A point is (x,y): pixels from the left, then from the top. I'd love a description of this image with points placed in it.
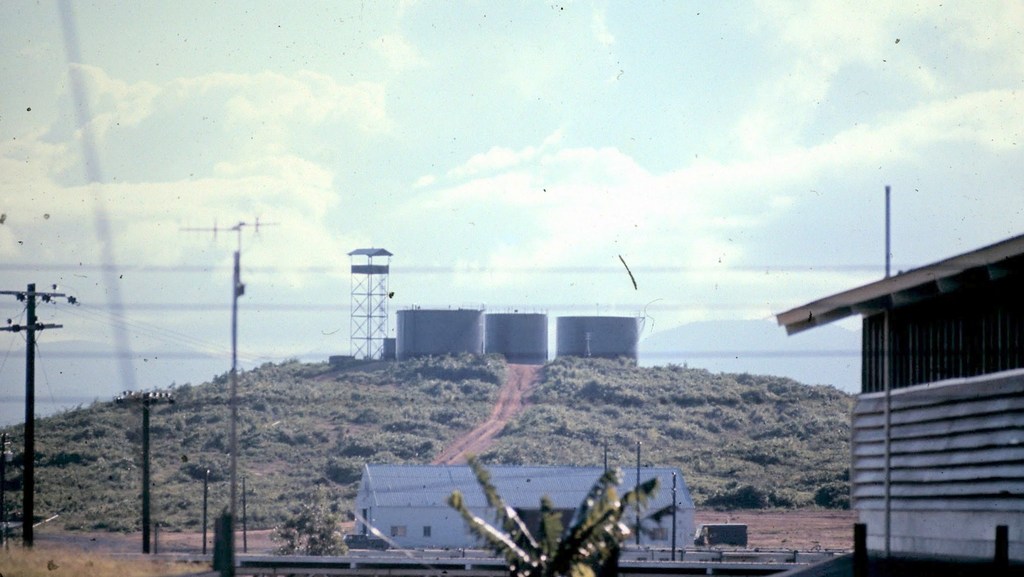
In this image there are trees (689,446), shed (995,526), building (997,510), poles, containers (429,348), and in the background (200,291) there is sky (469,199).
